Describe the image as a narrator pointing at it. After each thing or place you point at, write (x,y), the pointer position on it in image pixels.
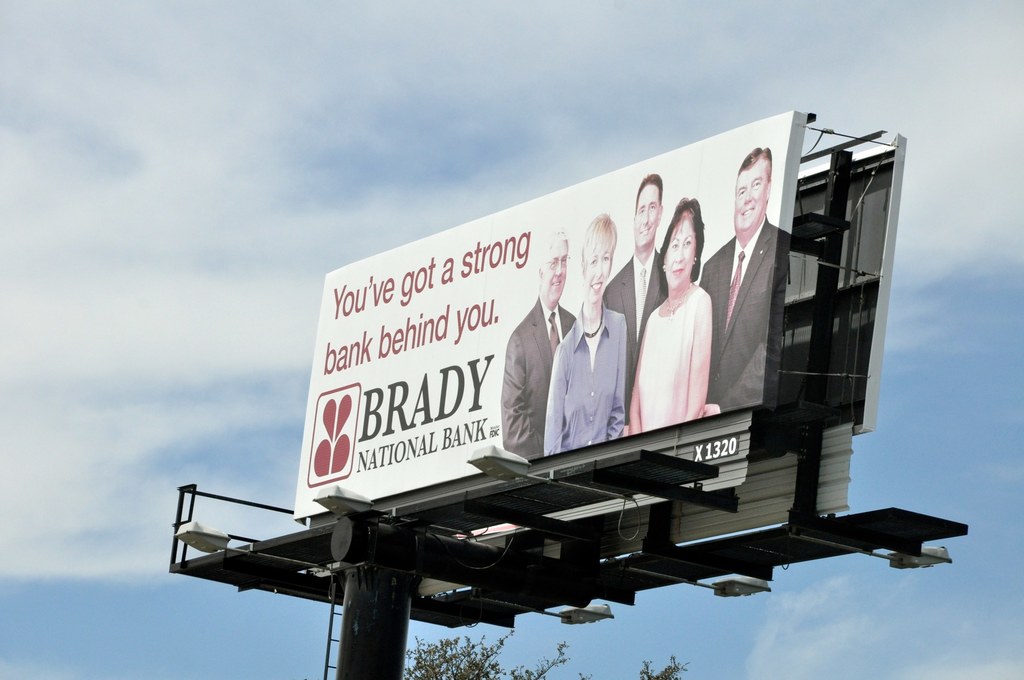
There is a pole (372,596) with a stand (455,527). On that there are lights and ladder (337,613). Also there is a banner (471,324). On that there are some persons (660,295) standing and something is written on that. In the background (227,273) there is sky (240,449) and a part of a tree (449,659) is visible.
